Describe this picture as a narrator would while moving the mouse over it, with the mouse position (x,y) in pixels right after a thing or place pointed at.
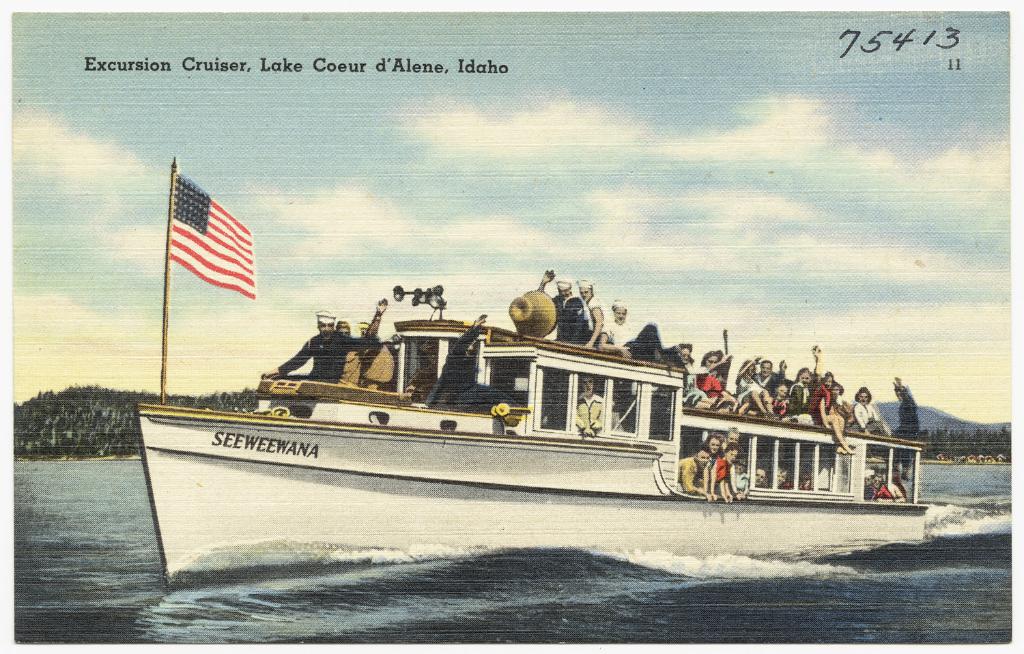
In this image we can see the poster (506,343) of a boat (585,451) with the people (861,416) and the boat (716,537) is present on the surface (106,567) of the water (154,560). We can also see the flag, trees (967,441), hill (942,426) and also the sky (790,149) with the clouds (759,218). We can also see the text (316,72) and also numbers (850,44) at the top (271,67).
